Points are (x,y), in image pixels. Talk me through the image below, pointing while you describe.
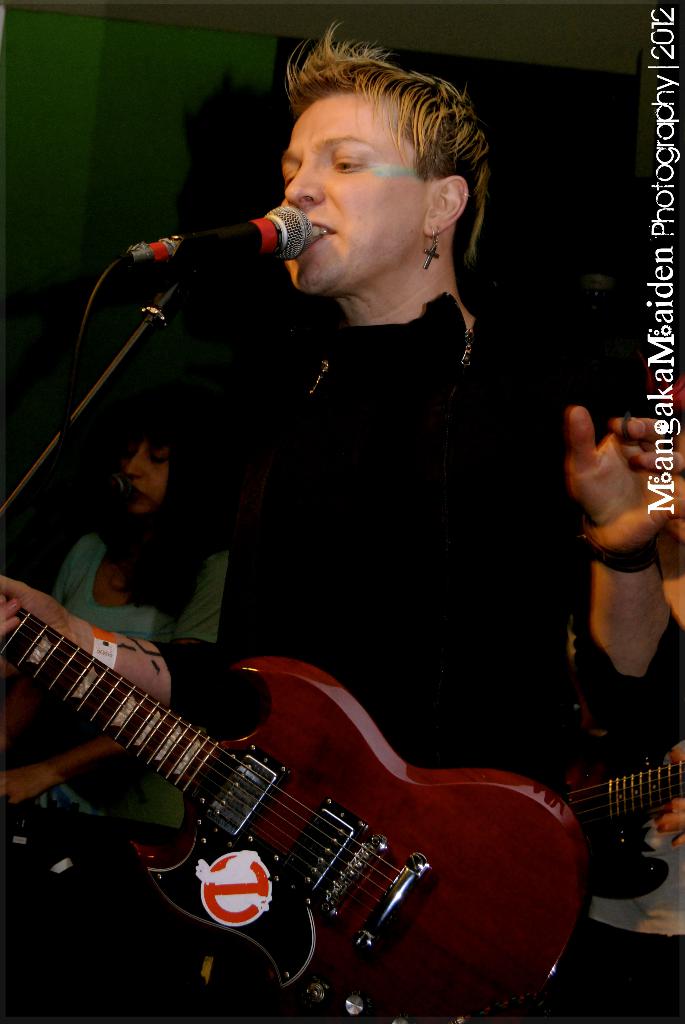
Here is a person (373,553) standing and singing a song. This person (333,653) is holding guitar (321,823). At the background (175,562) I can see another person (168,556) standing. This is the mike (202,230) with the mike stand (32,473).
